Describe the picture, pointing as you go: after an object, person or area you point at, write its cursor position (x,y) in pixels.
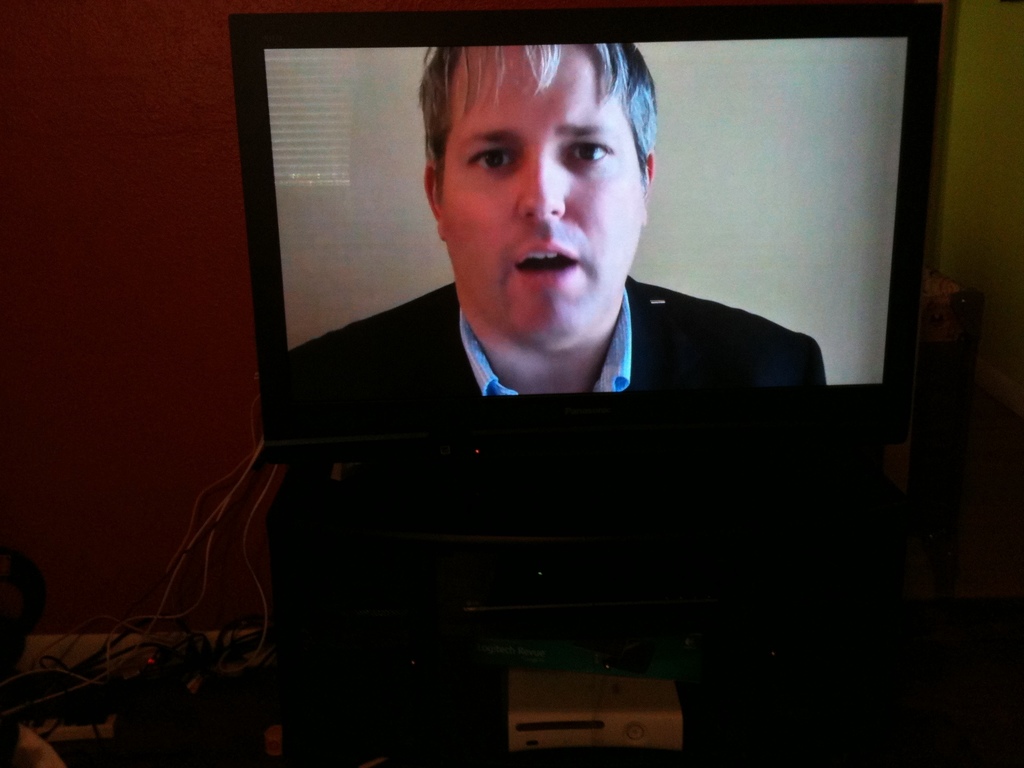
In the center of the image (437,452), we can see a tv (374,436) and some cables (236,489) are connected to it and we can see a man (588,194) on the screen (611,205).
